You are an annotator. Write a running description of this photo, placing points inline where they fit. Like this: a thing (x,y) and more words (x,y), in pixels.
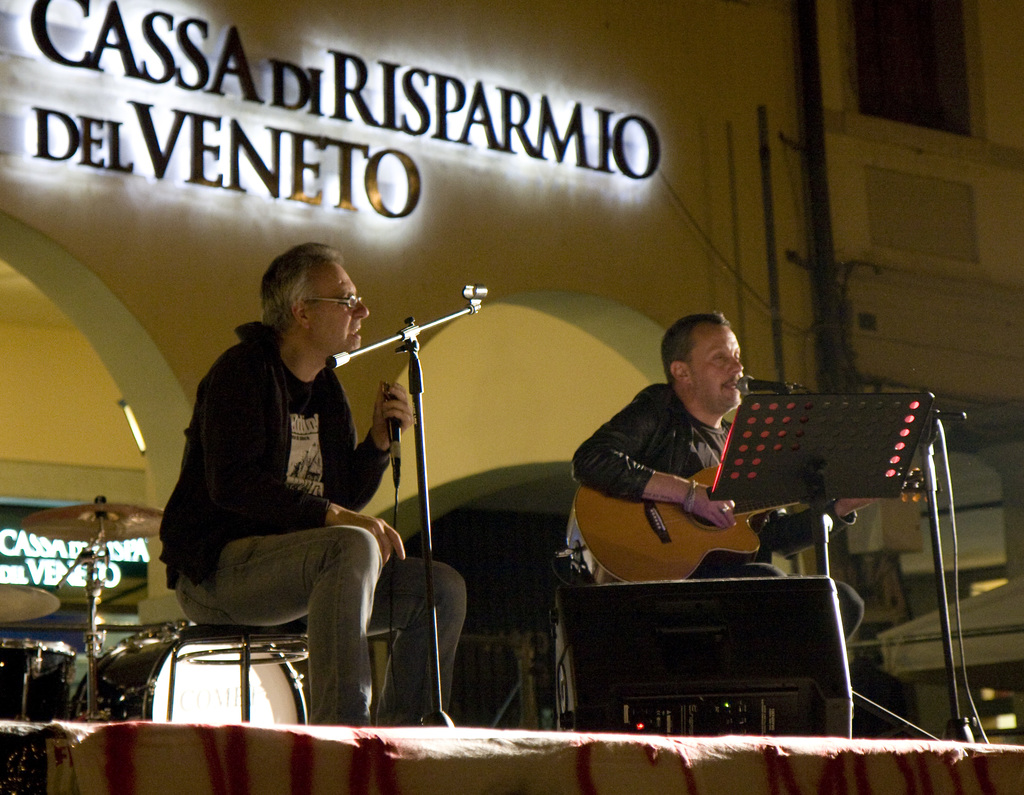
The two persons (683,331) are sitting on a chairs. On the right side (709,511) we have a person (764,532). He is holding a guitar (728,544). He is singing a song. On the left side (257,446) we have a another person (308,501). He is holding a mic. We can see in background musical instruments (93,523), pole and banner (342,101).
